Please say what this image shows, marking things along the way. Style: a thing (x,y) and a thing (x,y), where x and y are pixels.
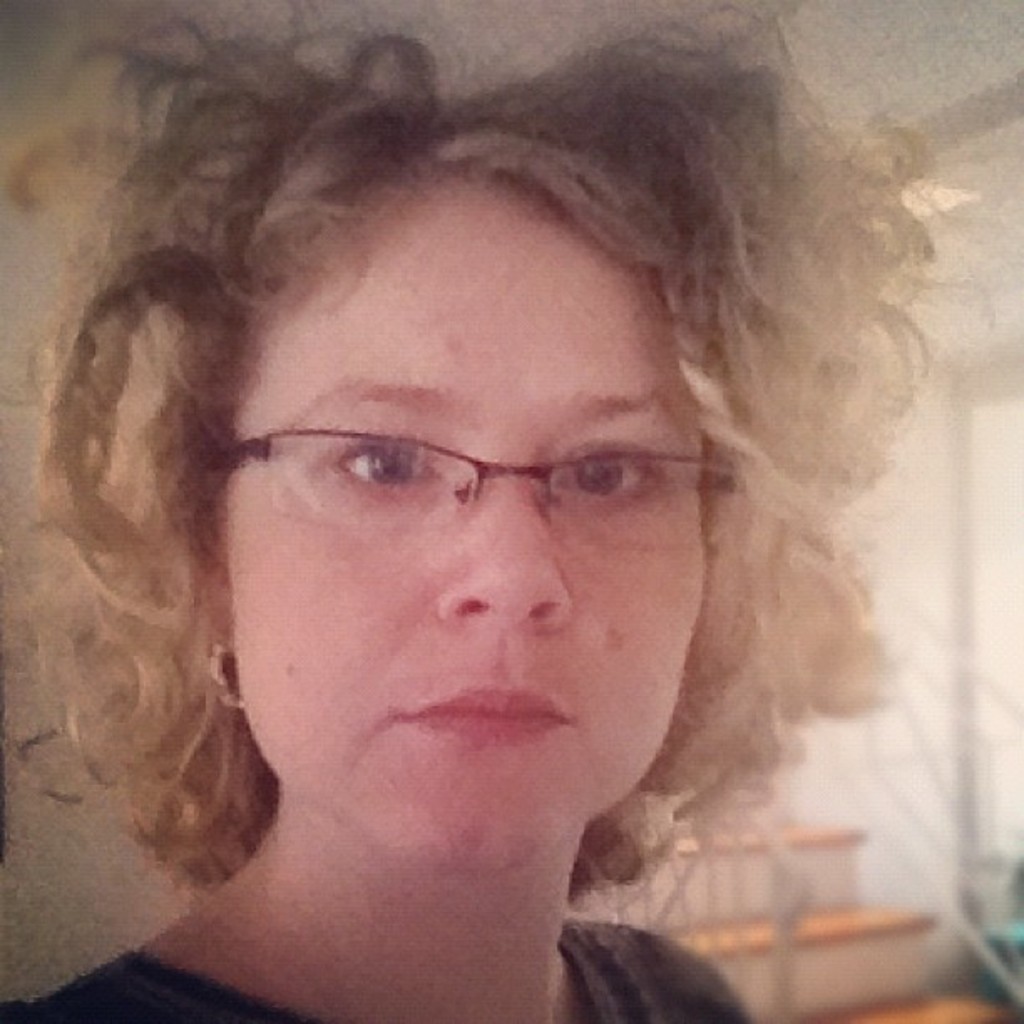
In this picture we can see a woman's face (459,747) in the front (461,734), she is wearing spectacles (388,483), in the background (773,837) there are stairs (772,852).
